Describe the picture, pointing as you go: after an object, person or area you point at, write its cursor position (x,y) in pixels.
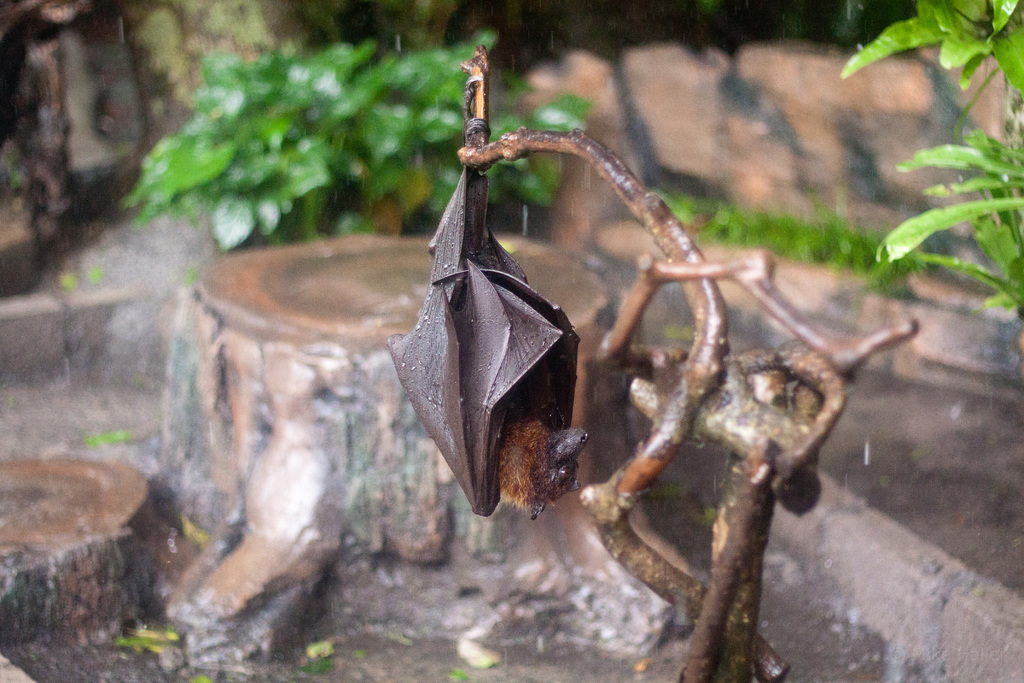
In this picture we can observe a bat (457,334) hanging to the branch (630,464). The bat (519,415) is in brown color. We can observe some plants (300,113). In the background (373,155) it is completely blur.
